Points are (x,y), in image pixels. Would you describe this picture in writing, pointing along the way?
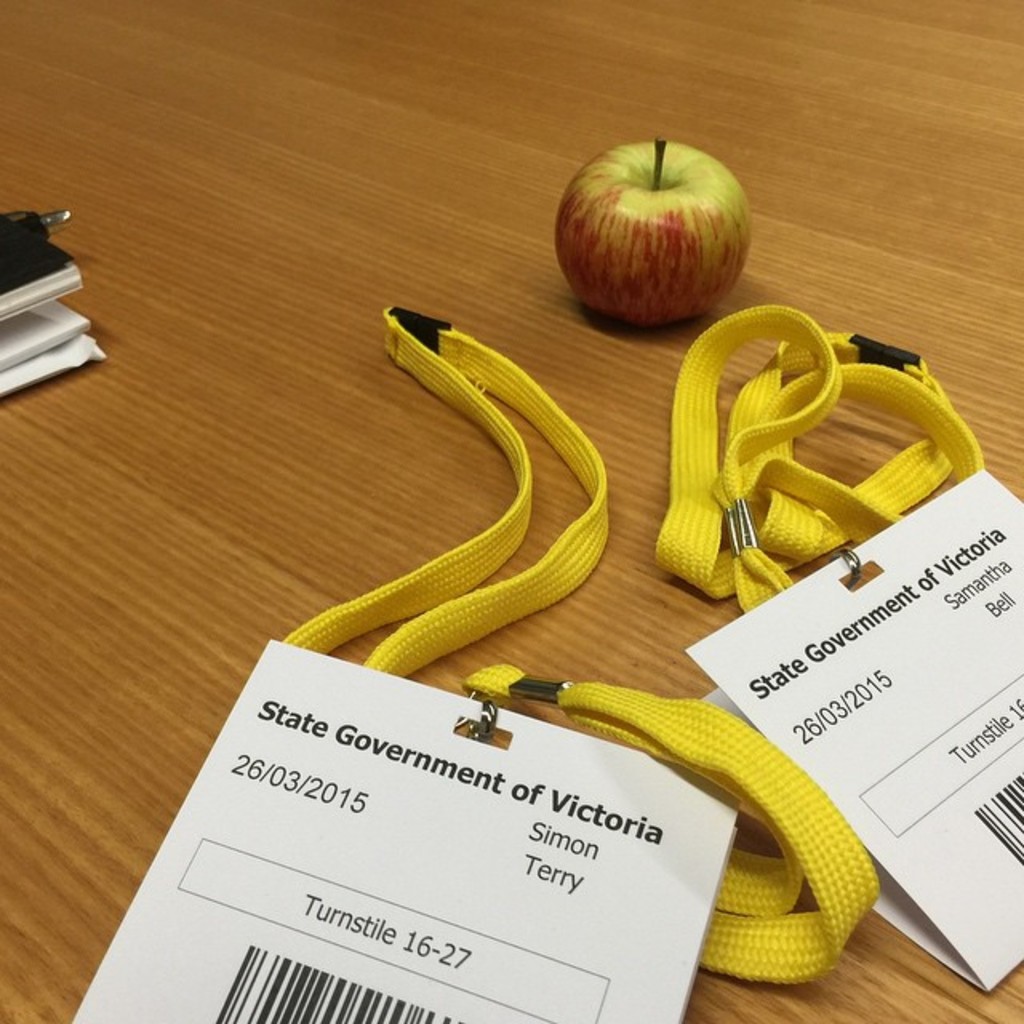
In this image I see the table (491,301) on which there are 2 Id cards (620,779) over here and I see an apple (628,210) over here and I see a black color thing (4,256) over here.
